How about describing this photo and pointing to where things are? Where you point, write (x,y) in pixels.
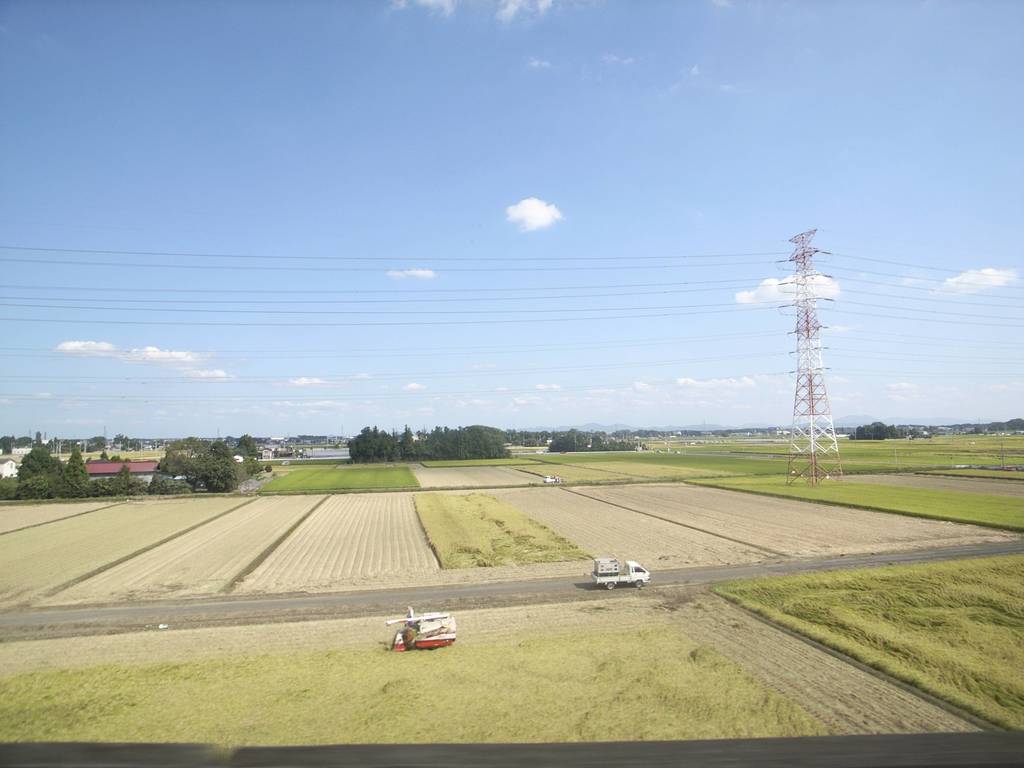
In this image I can see vehicles (623,580) on the road (769,573). I can see tower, wires (486,311), poles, trees (97,442). The sky (309,431) is in white and blue color.
